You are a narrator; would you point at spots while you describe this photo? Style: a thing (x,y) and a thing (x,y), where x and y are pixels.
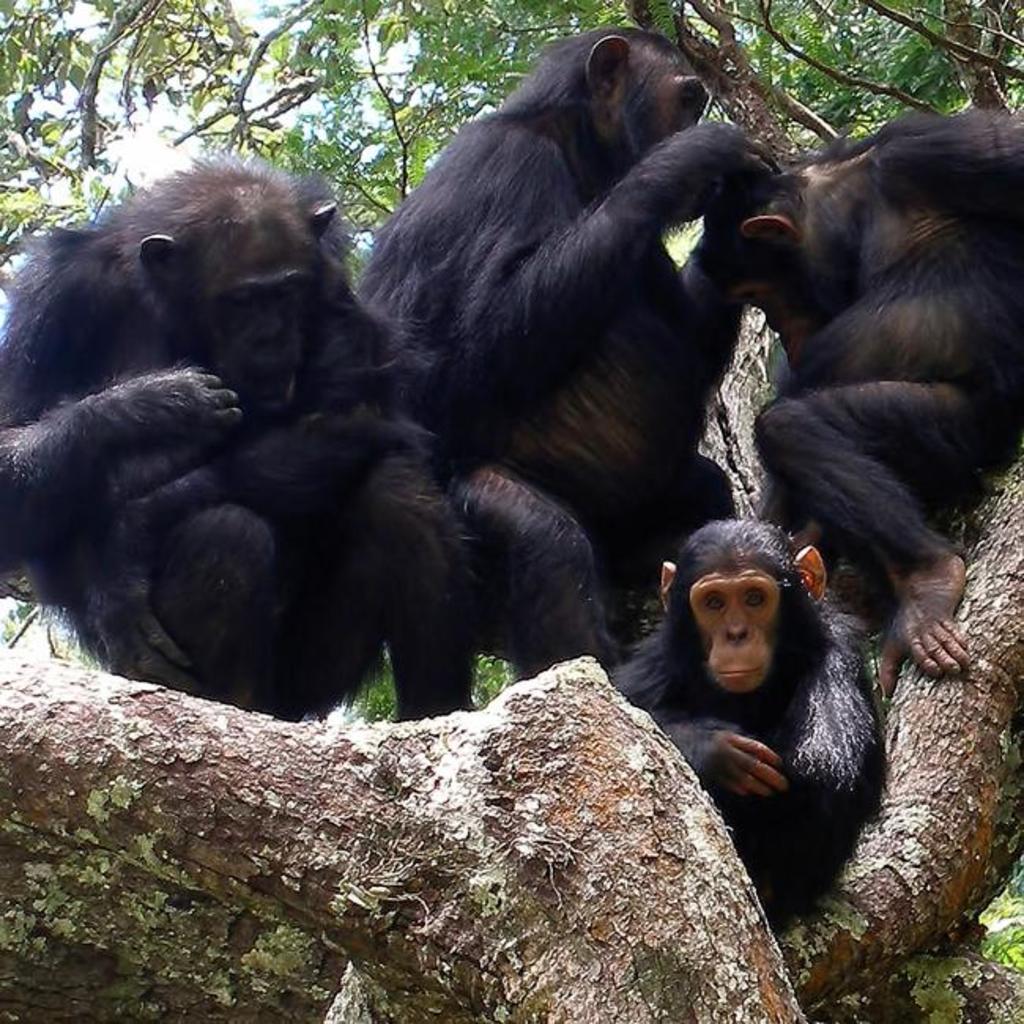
In this image I can see four monkeys (712,336) on a tree (650,724). On the top (362,40) I can see the sky (426,88). This image is taken may be in the forest (297,152) during a day.
